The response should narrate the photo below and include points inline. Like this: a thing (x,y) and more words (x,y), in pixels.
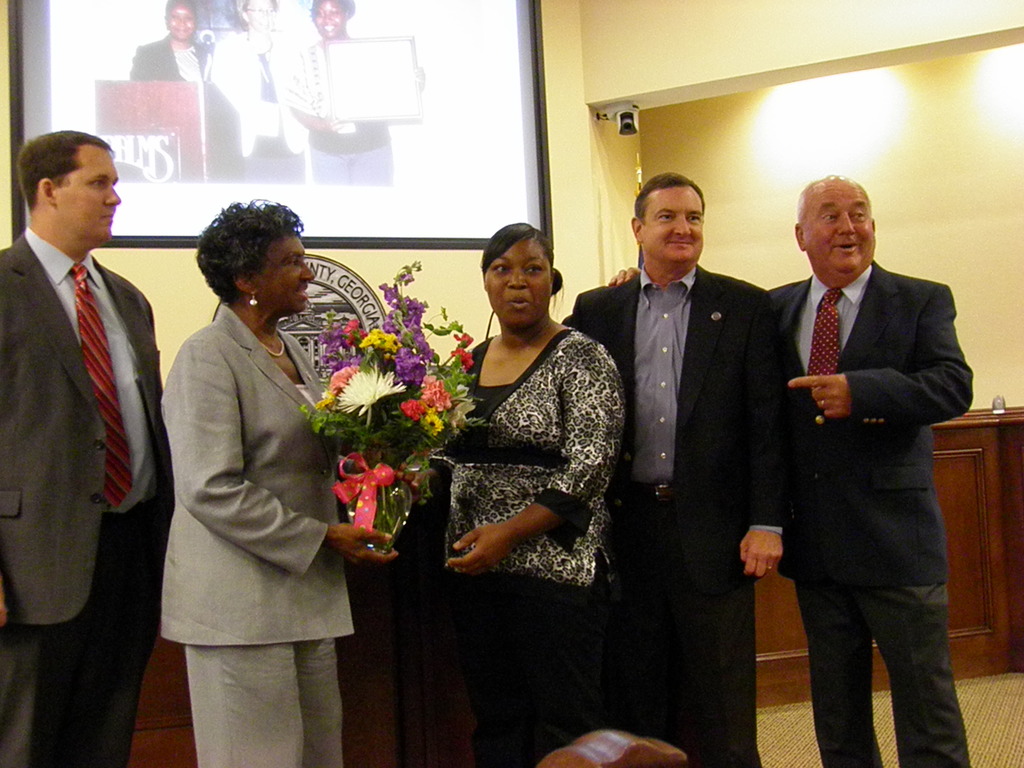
In this image we can see few people (716,508) standing. A person (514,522) is holding a bouquet (388,506). There is an object (627,130) on the wall (639,119) at the right side of the image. There is a projector screen (402,147) in the image. We can see few people (309,110) on the projector screen (326,120). There is a podium (201,148) in the image. On projector screen (244,127) we can see few people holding an object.
